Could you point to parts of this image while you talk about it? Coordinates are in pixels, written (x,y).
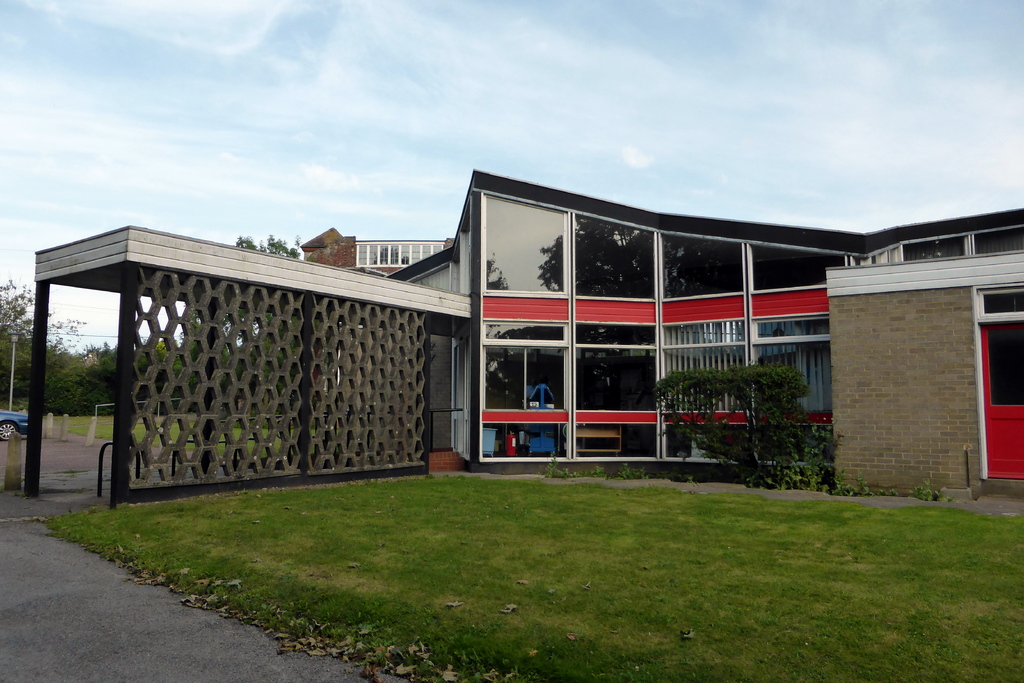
This image is taken outdoors. At the top of the image (131,134) there is a sky (192,113) with clouds (856,117). At the bottom of the image (227,593) there is a road (111,565) and a ground (154,560) with grass (519,545) on it. In the middle of the image (494,338) there is a house (503,378) with walls (445,387), windows (527,376), doors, railings (359,380) and a roof (213,264). On the left side of the image (82,367) there are a few trees (89,385) and a car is parked on the ground (56,451).
